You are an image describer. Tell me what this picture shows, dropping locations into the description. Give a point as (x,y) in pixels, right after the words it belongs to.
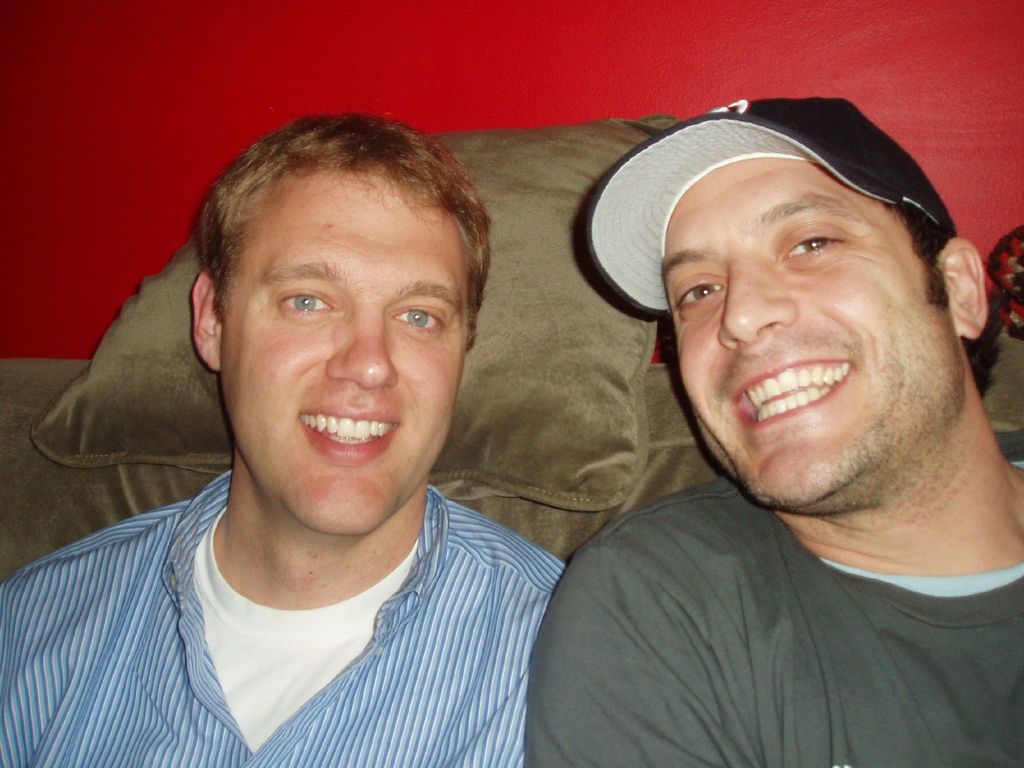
In the picture we can see two men (276,400) are sitting in the sofa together and smiling and behind them we can see a pillow (156,330) and behind it we can see wall (500,122) which is red in color, and one man (994,614) is wearing a cap (856,172).
